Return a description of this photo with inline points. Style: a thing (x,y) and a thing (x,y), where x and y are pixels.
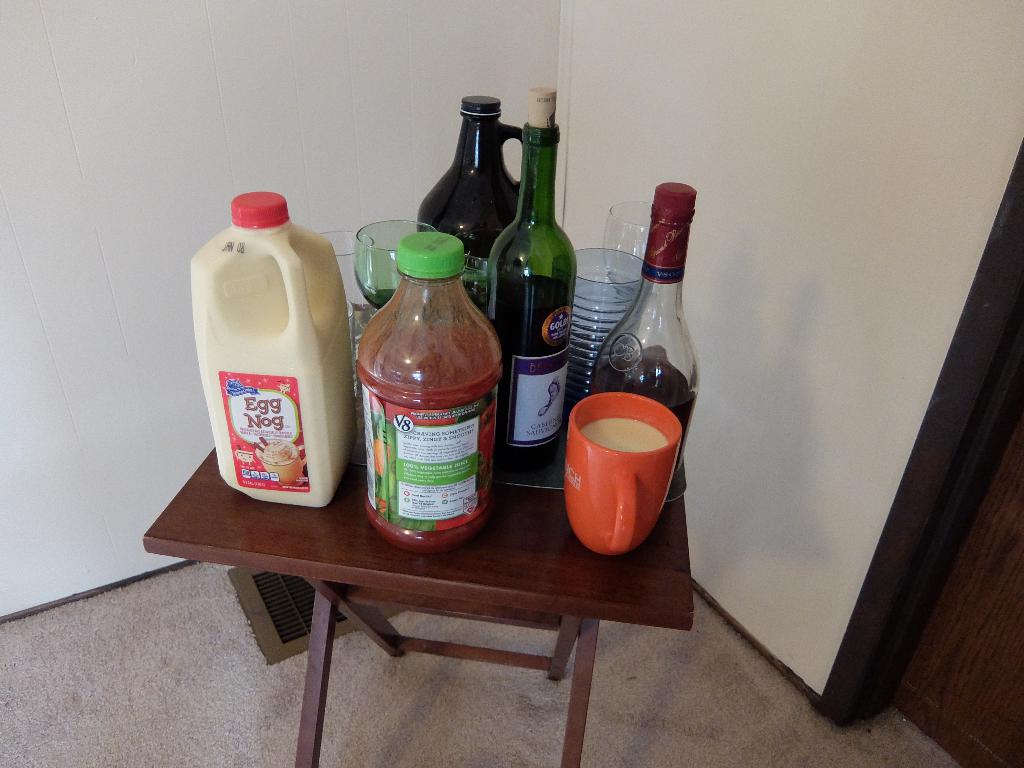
In the image we can see there is a table (294,567) on which there is a cup (630,449), wine bottles (515,351), juice bottle (426,347), wine glass (389,299) and there is a bottle (213,340) on which it's written "Eggnog".
